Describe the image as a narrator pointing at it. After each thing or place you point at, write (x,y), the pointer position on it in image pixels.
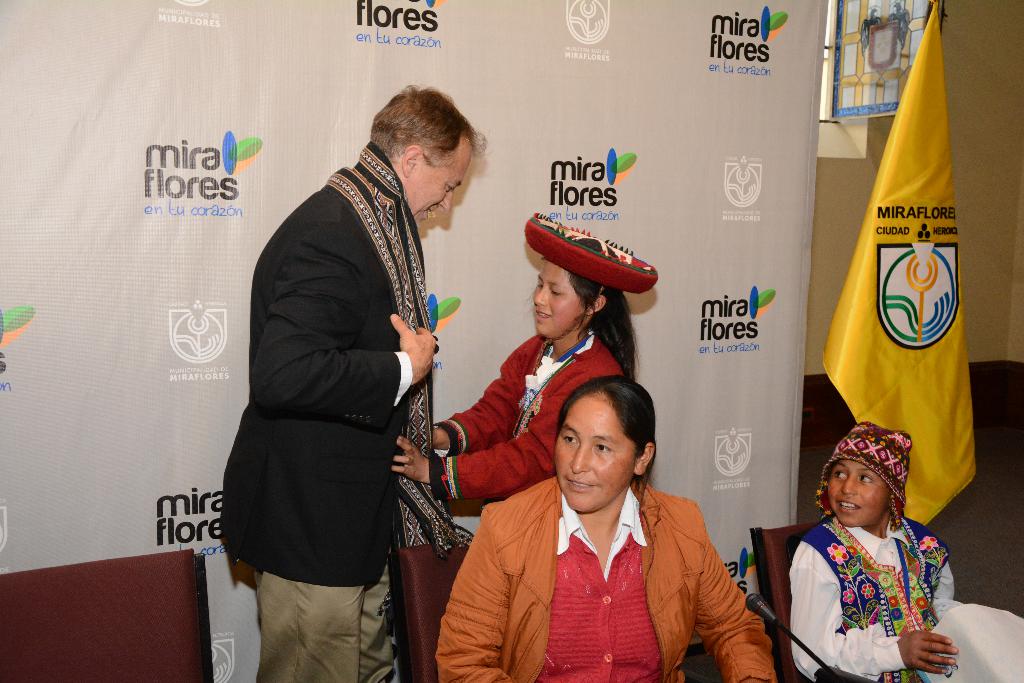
In this picture we can see two people (407,449) are standing, two people (617,535) are sitting on chairs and in front of them we can see a mic (862,682) and in the background (625,160) we can see a banner (782,131), flag (902,111), window (852,8) and the wall (965,126).
